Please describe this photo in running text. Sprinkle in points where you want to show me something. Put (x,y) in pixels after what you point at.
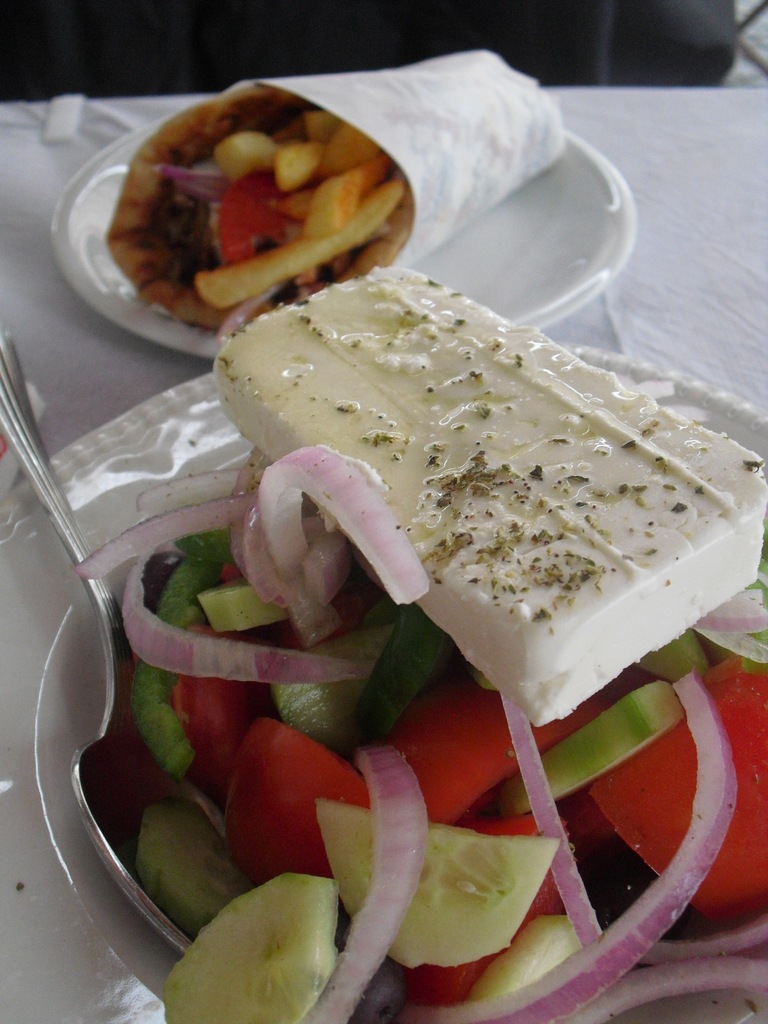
In the center of this picture (474,373) we can see a white color table (0,195) on the top of which platters (509,267) containing food items (409,308) and the sliced vegetables (379,720) are placed and we can see the spoon (2,396). In the background (684,19) we can see some other items (199,57).
